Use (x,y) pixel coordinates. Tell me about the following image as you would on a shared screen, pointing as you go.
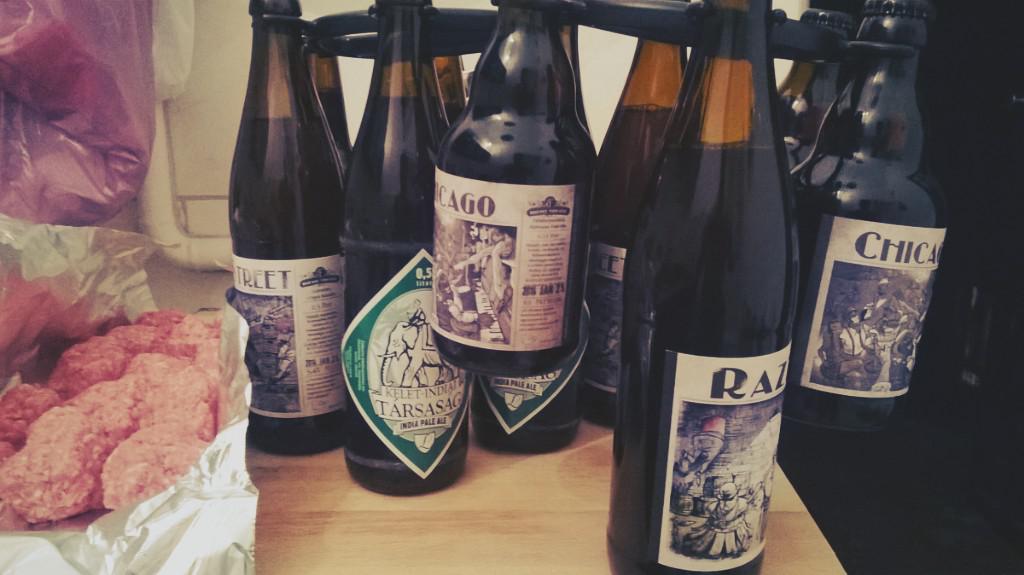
In the foreground of this picture (572,220), there are bottles (558,193) and some food (128,389) placed on the table (487,505). In the background (219,55), we can see the wall (221,70).
